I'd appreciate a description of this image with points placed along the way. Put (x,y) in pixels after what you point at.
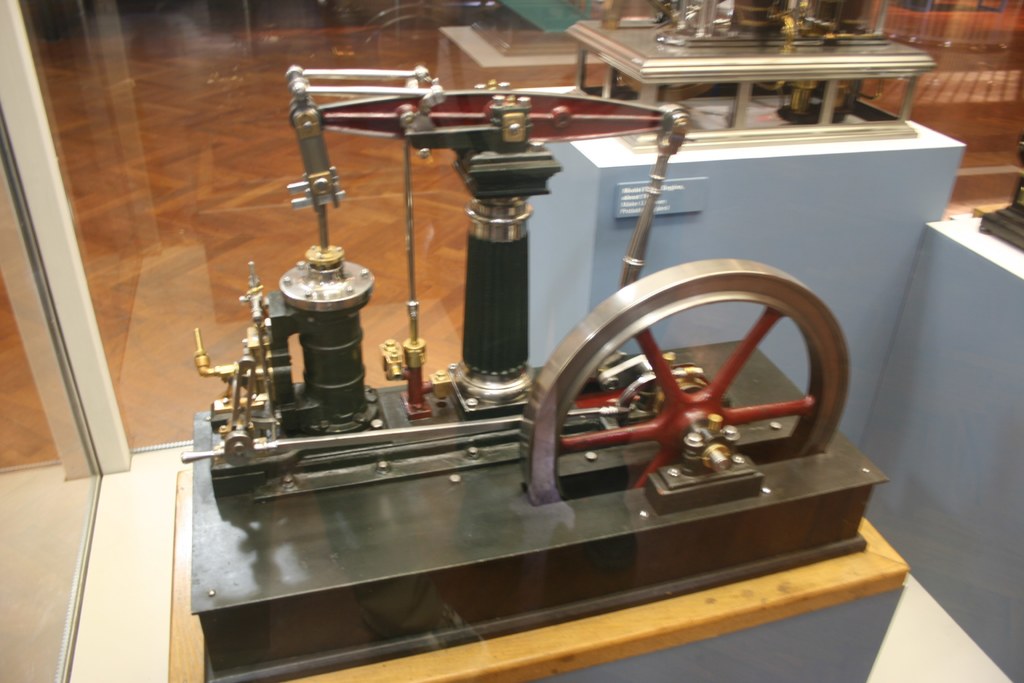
In the image there is a machinery (586,611) in a glass box (110,662), this seems to be in a museum (942,417).
